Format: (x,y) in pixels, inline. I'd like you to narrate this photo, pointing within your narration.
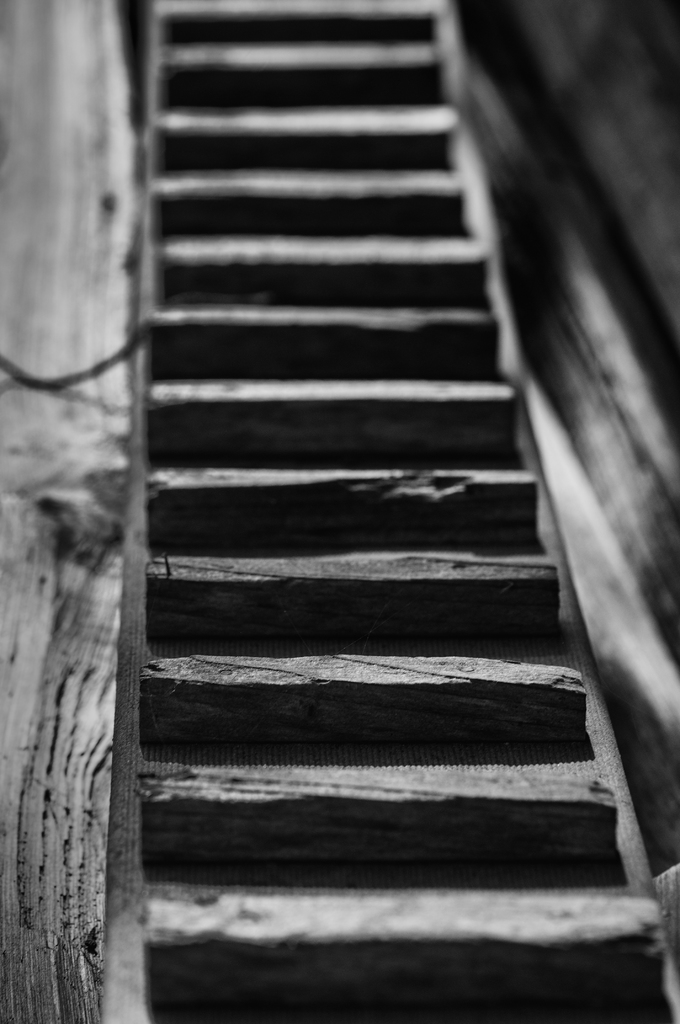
In this image I can see few stairs (302,548) and the image is in black and white.
